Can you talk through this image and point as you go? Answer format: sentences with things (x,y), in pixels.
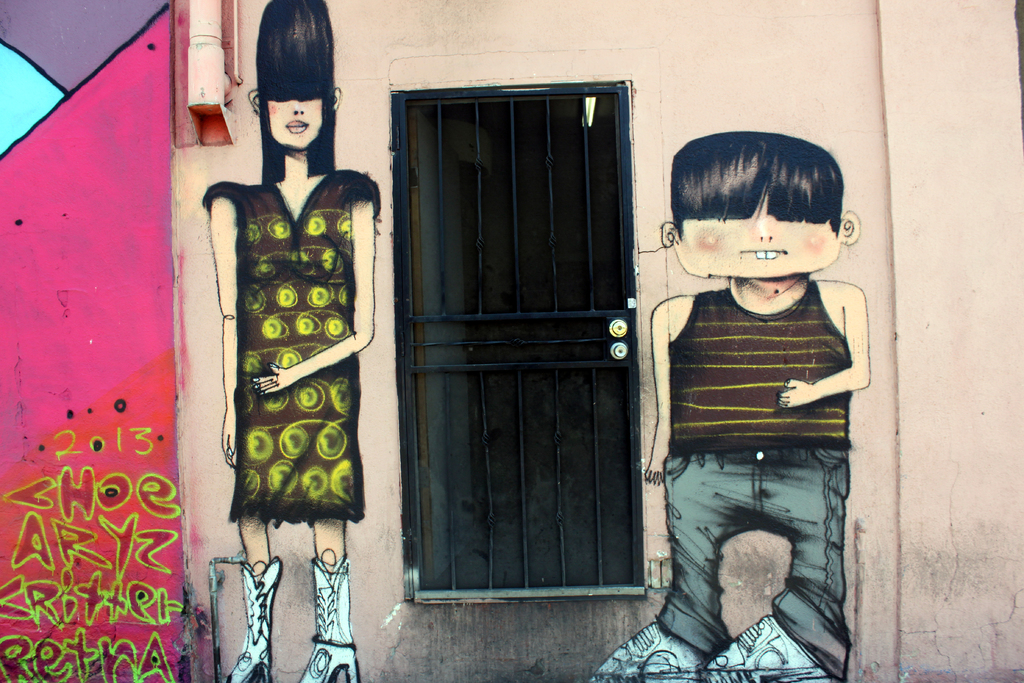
This is the picture of a building (464,332). In this picture there is a painting (268,3) of a man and woman (314,440) on the wall (300,561) and there is a pipe (244,555) on the wall (719,218) and there is a door (574,524).
